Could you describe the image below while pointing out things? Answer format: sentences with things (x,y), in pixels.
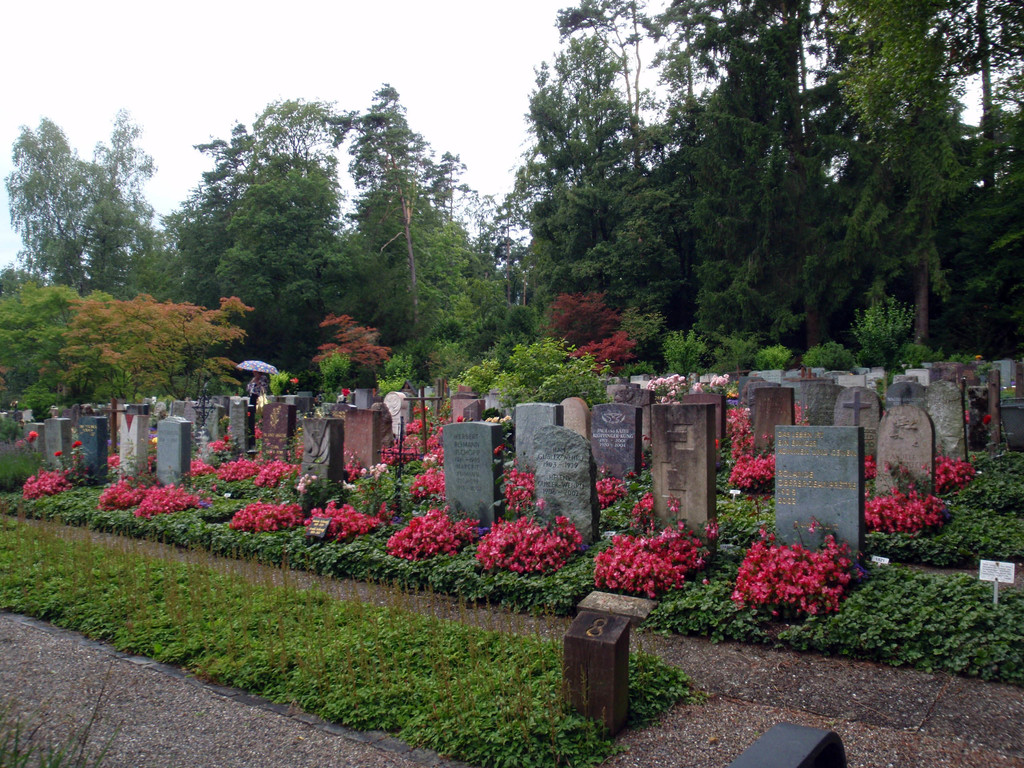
In this picture I can see a place where we have some cemeteries (637,458) and also we can see some flowers (396,519), around we can see some trees (41,397) and plants (225,655).
